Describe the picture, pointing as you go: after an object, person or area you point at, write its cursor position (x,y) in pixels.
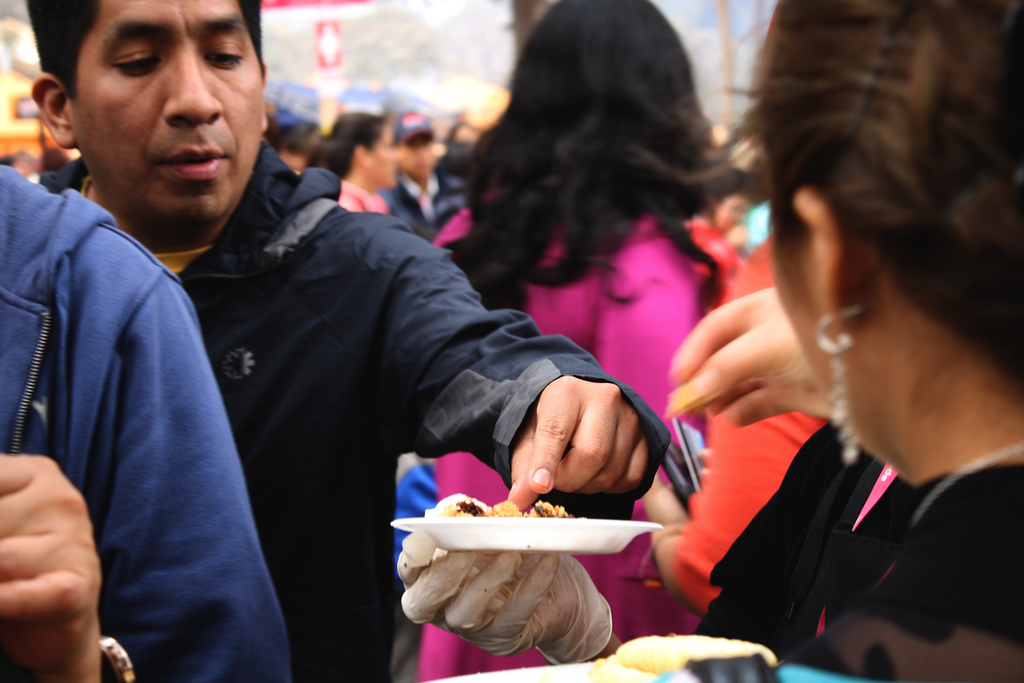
In this picture there are people (557,264) and we can see plate (538,526) with food (540,509) hold with hand (528,608). In the background of the image (435,67) it is blurry.
